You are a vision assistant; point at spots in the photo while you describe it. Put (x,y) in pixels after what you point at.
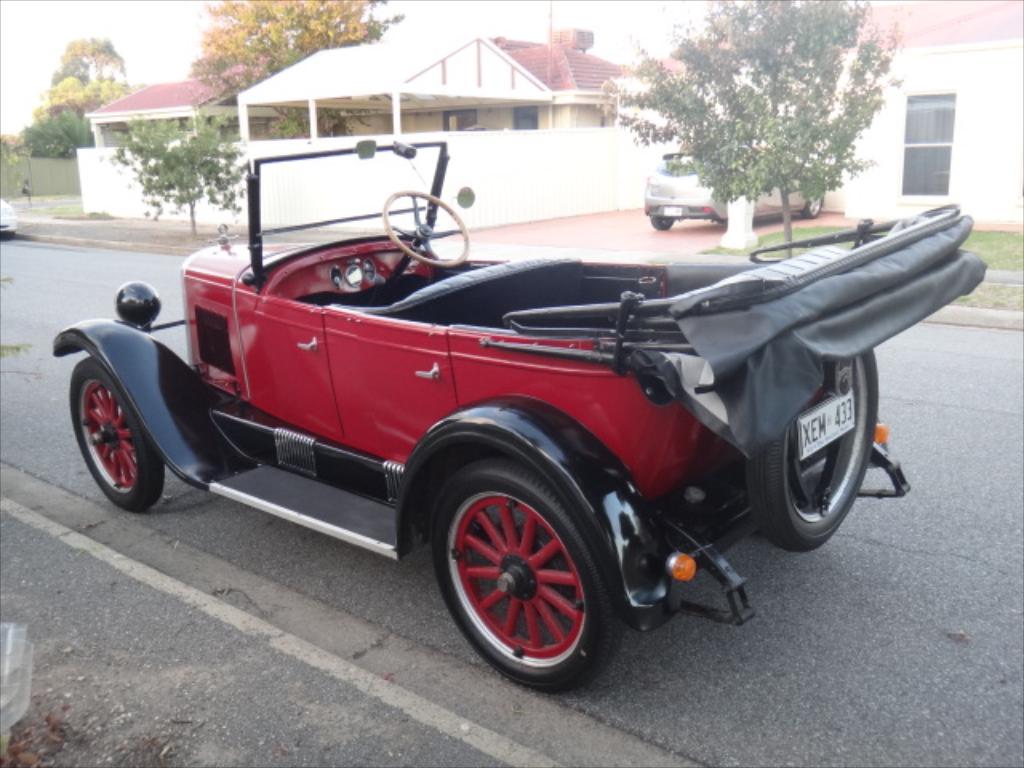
This is an outside view. Here I can see a red color vehicle (345,405) on the road (45,428). On the left side (9,221) there is a car (12,226). In the background (534,103) there are few buildings (404,101) and trees (740,104). In front of this building (882,165) there is a car (705,205). At the top of the image (88,19) I can see the sky (89,25).
